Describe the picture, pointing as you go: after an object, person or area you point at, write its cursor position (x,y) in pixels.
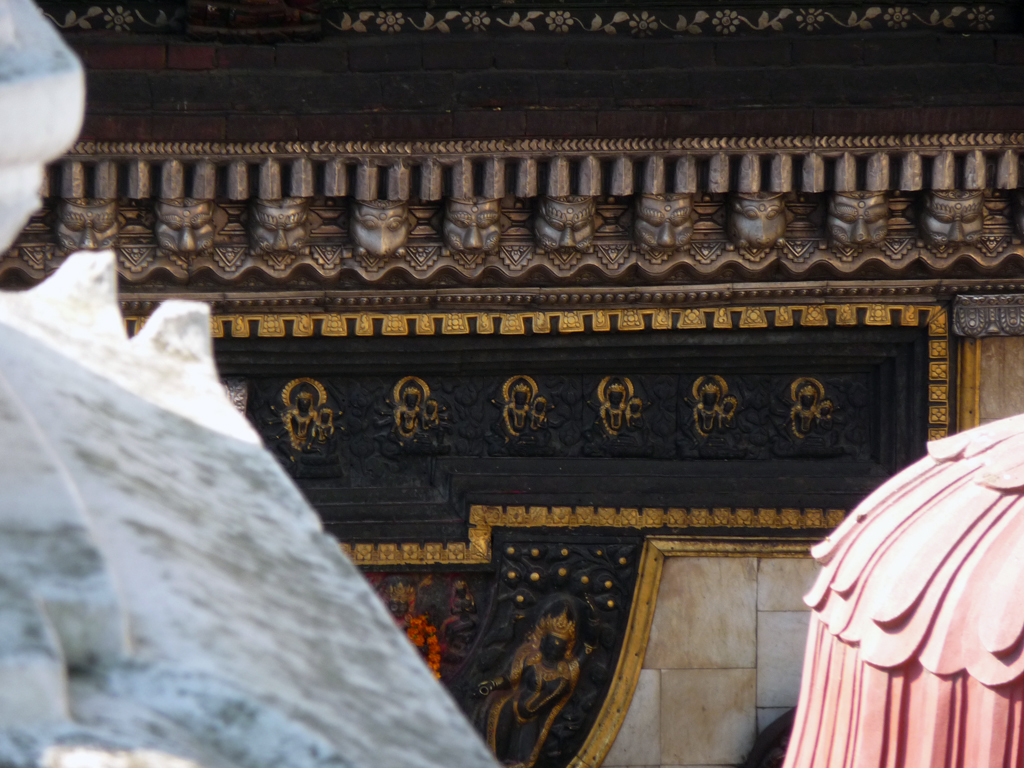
In this image we can see sculptures (530,654) on the wall (561,608). On the sides there are some objects (170,576).
